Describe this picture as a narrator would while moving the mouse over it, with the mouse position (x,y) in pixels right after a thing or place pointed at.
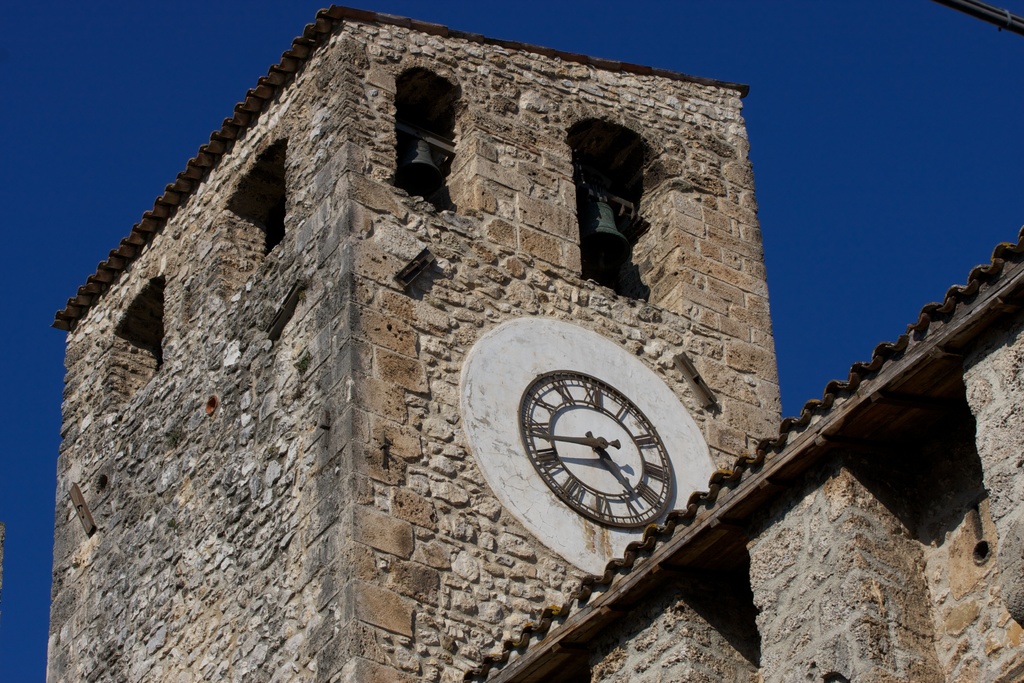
We can see building (514,283) and clock (574,357) on a wall (562,357). We can see sky (16,334) in blue color.
